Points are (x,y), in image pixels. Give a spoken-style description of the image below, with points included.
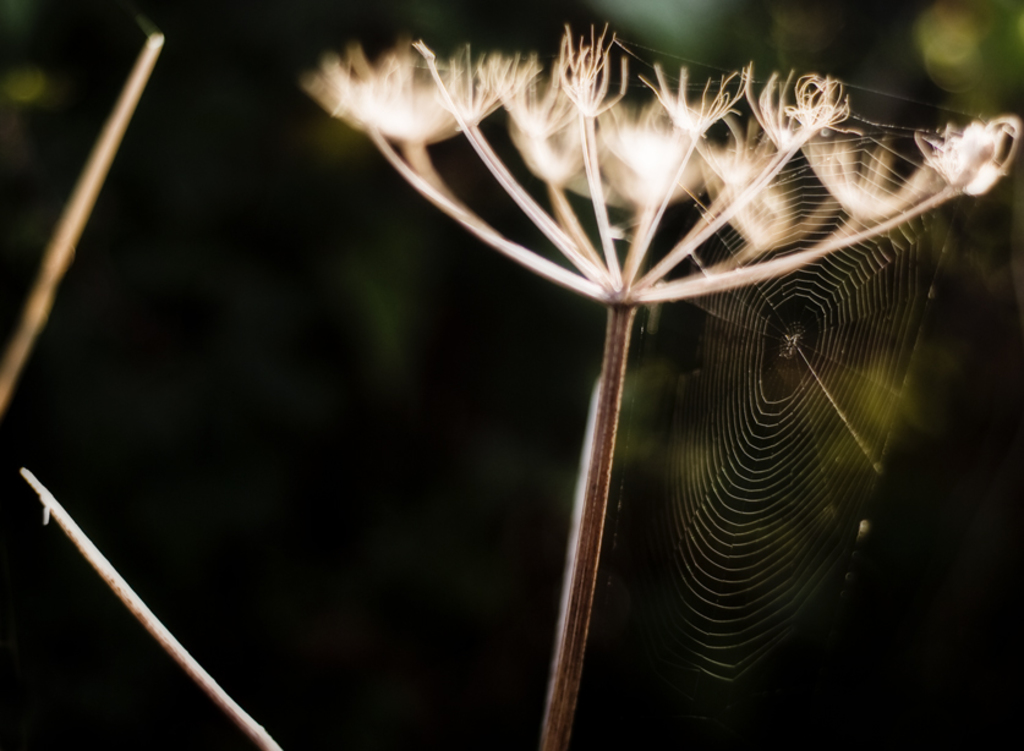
In this image, I can see pappus (646,291) and a spider web (769,448). There is a blurred background (336,10).
